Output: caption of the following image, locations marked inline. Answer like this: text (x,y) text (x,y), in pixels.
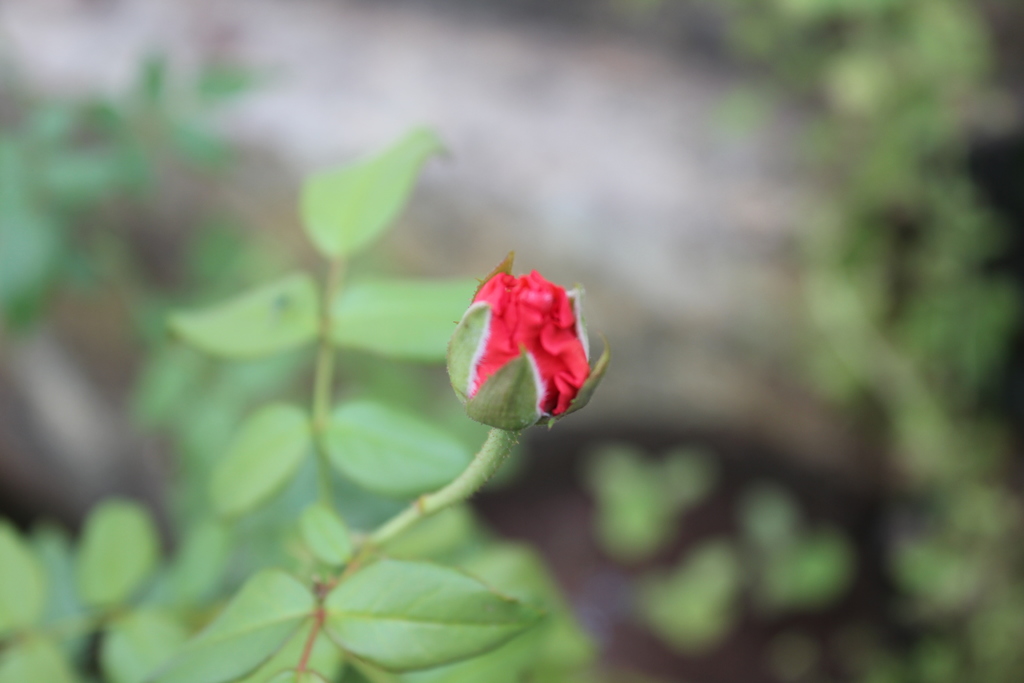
In this image we can see a bud (504,392) to the stem (387,525) of a plant (357,546). We can also see some leaves (619,513).
